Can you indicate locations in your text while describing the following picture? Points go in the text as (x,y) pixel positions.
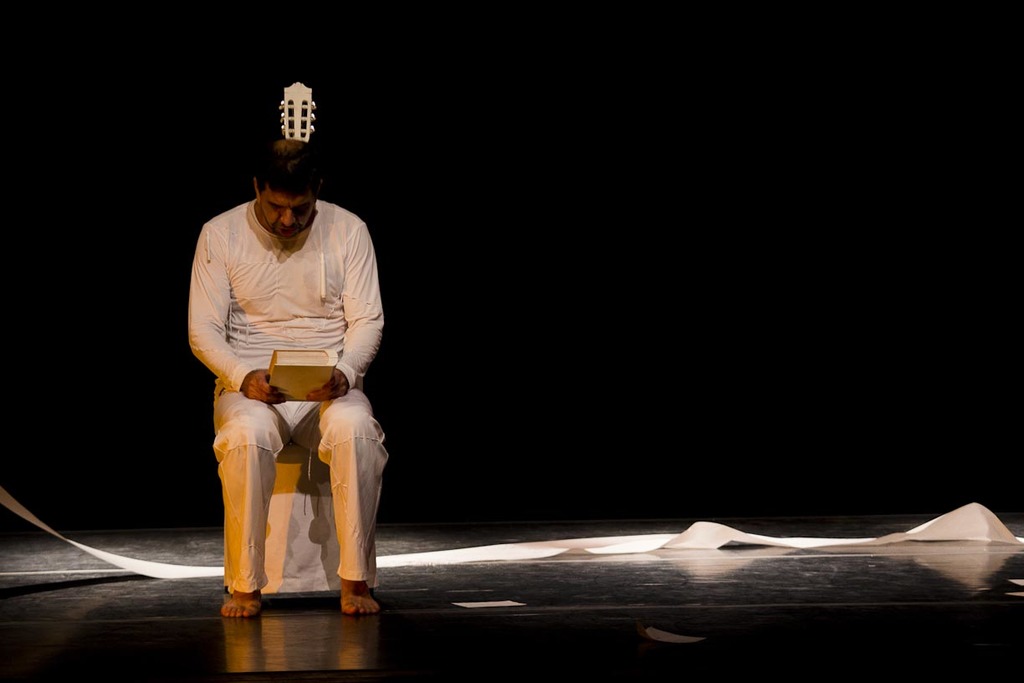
The man (276,310) in white T-shirt (255,319) and white pant (235,532) is sitting on the chairs (307,452). He is holding a book (305,358) in his hands (319,401). Behind him, we see a white color thing (286,120). In the background (510,241), it is black in color. This picture is clicked in the dark.
